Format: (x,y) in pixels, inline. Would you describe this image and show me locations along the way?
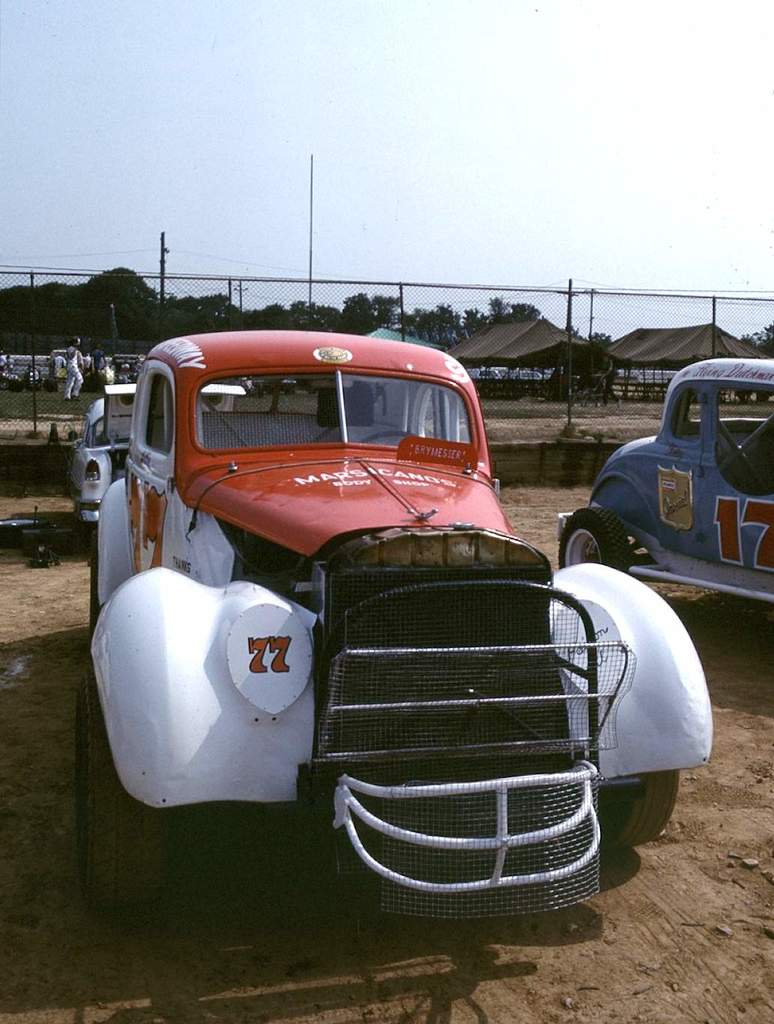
In this image there are few vehicles (294,361), trees (217,310), a fence (301,282), a person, tents (543,348) and the sky (445,83).
